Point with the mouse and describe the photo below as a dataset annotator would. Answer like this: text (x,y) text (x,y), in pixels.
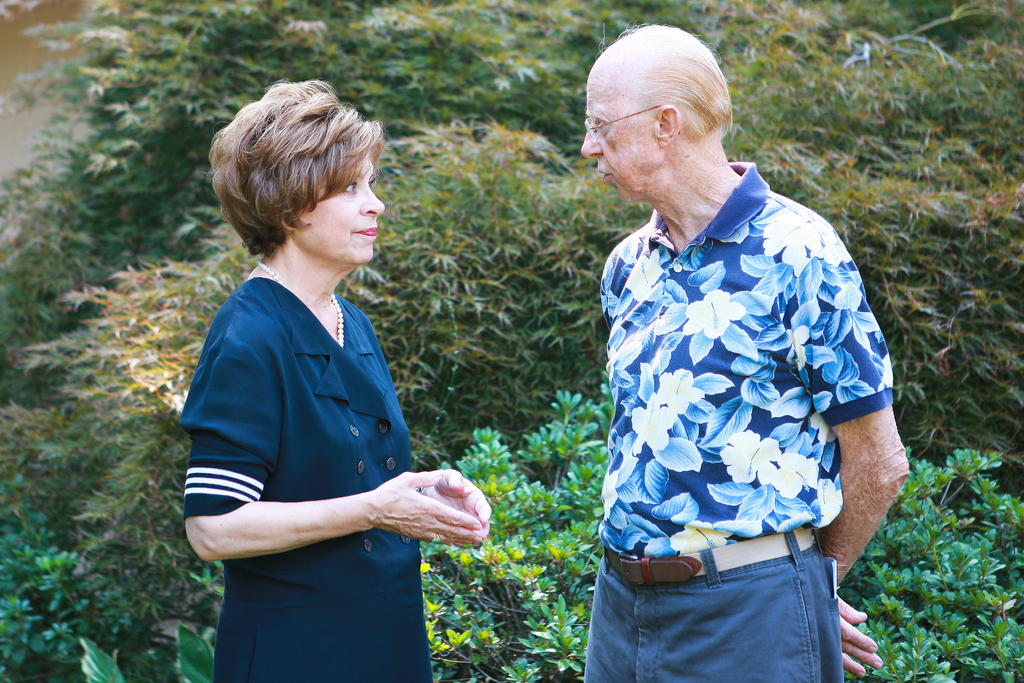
In this image, we can see a woman (328,482) and man (769,503) are looking at each other. They are standing. Background (416,378) we can see plants (772,3).
